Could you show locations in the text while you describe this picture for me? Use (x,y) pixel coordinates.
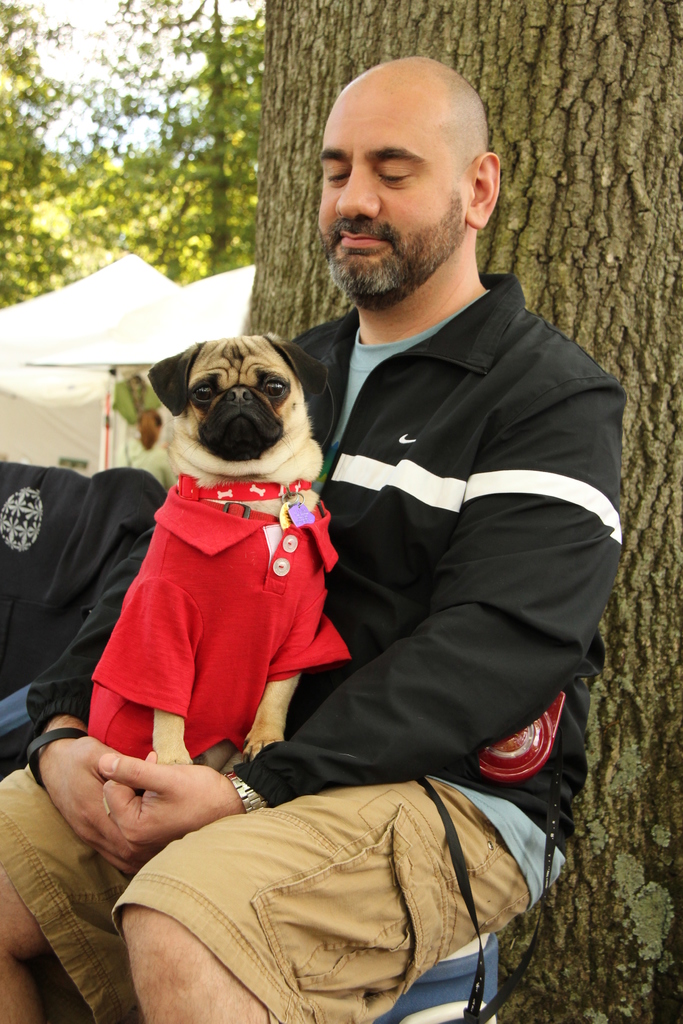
a person (367,680) is sitting, holding a dog (223,473). the dog (222,653) is wearing a red t shirt (209,607). behind him there are tents (110,301) and trees (183,108).
